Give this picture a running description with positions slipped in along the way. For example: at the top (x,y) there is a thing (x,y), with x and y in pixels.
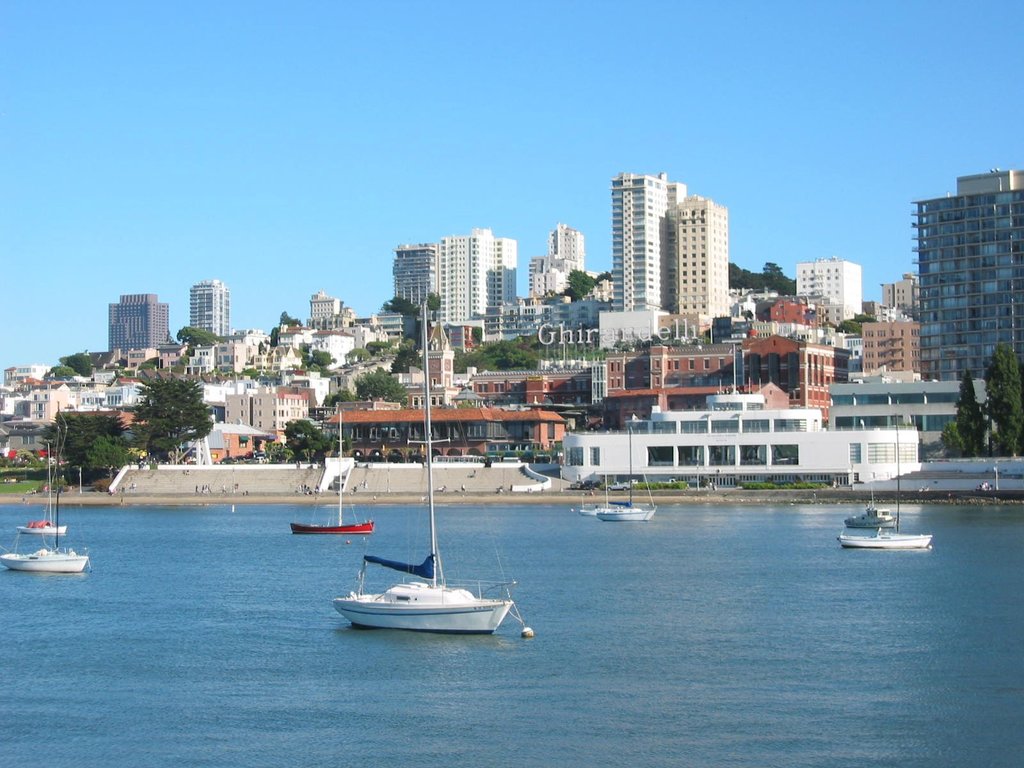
In the background (428,91) we can see a clear blue sky (784,83), trees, skyscrapers (1009,243) and buildings (669,224). Far we can see people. We can see boats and water (645,677) in blue color. In the middle portion of the image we can see a sign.
